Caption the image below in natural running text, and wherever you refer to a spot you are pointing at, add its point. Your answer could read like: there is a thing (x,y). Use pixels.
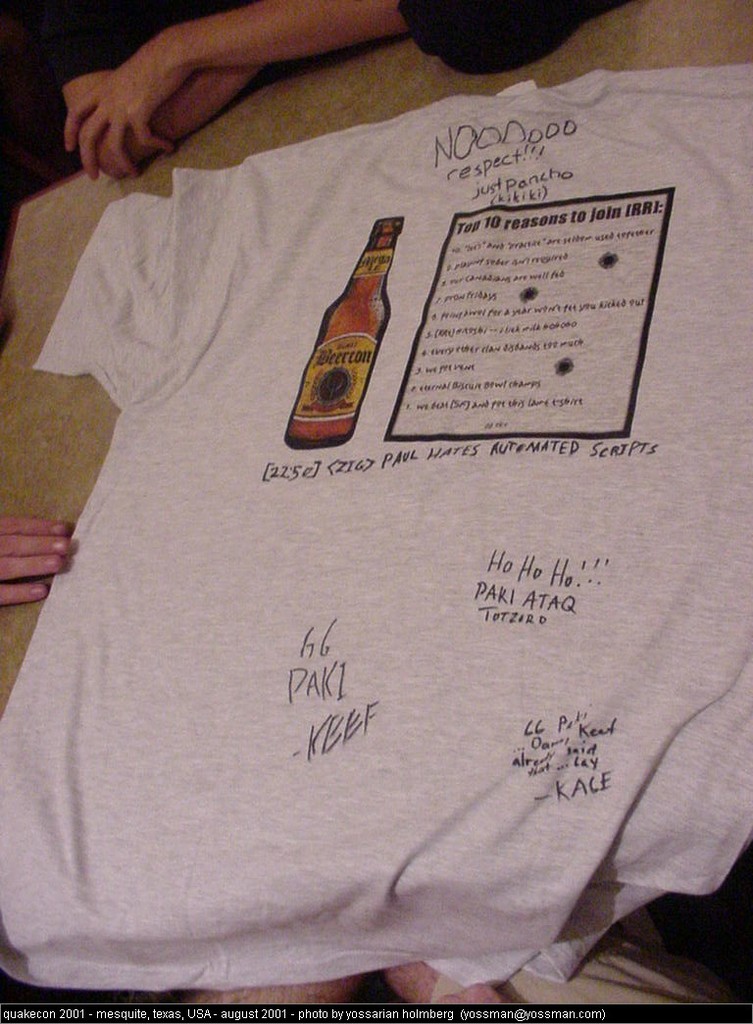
In the foreground of this picture (399,444), there is a T shirt (218,416) on which a bottle (381,275) and a box (493,313) is printed on it. In the background (316,41), we can see hands (14,597) and legs (593,971) of the persons (527,980).
